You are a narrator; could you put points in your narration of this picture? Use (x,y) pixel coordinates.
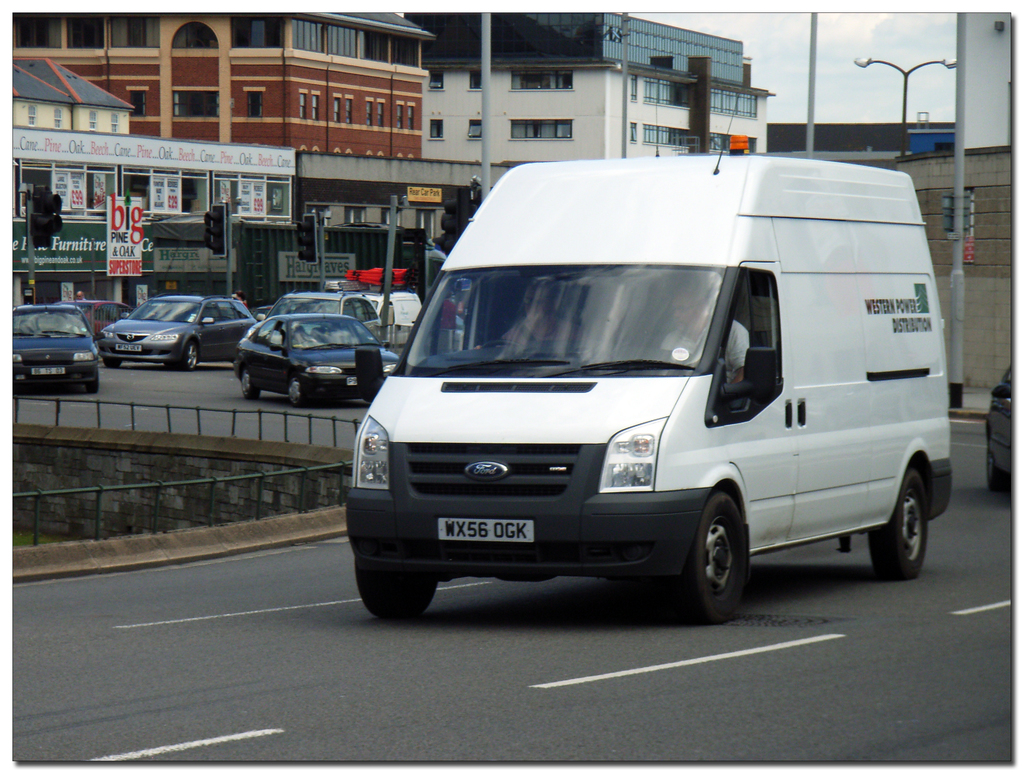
In this image there is the sky (893,43) towards the top of the image (864,57), there are poles (487,97), there are street lights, there are buildings (429,104) towards the top of the image (135,234), there are boards (137,155), there is text (100,153) on the boards (303,264), there are traffic lights (47,215), there is road (578,654) towards the bottom of the image (679,660), there are vehicles (308,336) on the road (979,503), there are two persons (686,336) sitting inside the vehicle (709,314), there is a wall (979,242) towards the right of the image (975,334), there is a metal fencing (97,500) towards the left of the image (205,487), there is a board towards the right of the image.
